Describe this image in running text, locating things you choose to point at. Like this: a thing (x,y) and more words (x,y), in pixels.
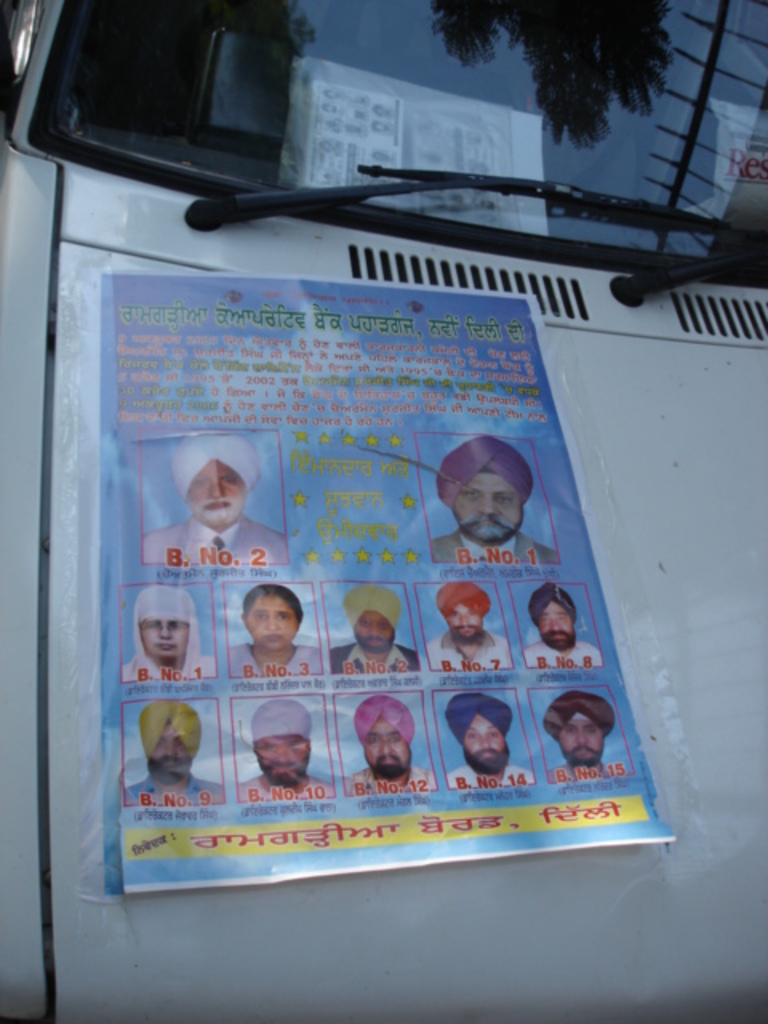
This image consists of a car (388,914). On which we can see a poster (387,696). In which there are photographs (270,732) of few persons (164,561) along with the text (391,500).
